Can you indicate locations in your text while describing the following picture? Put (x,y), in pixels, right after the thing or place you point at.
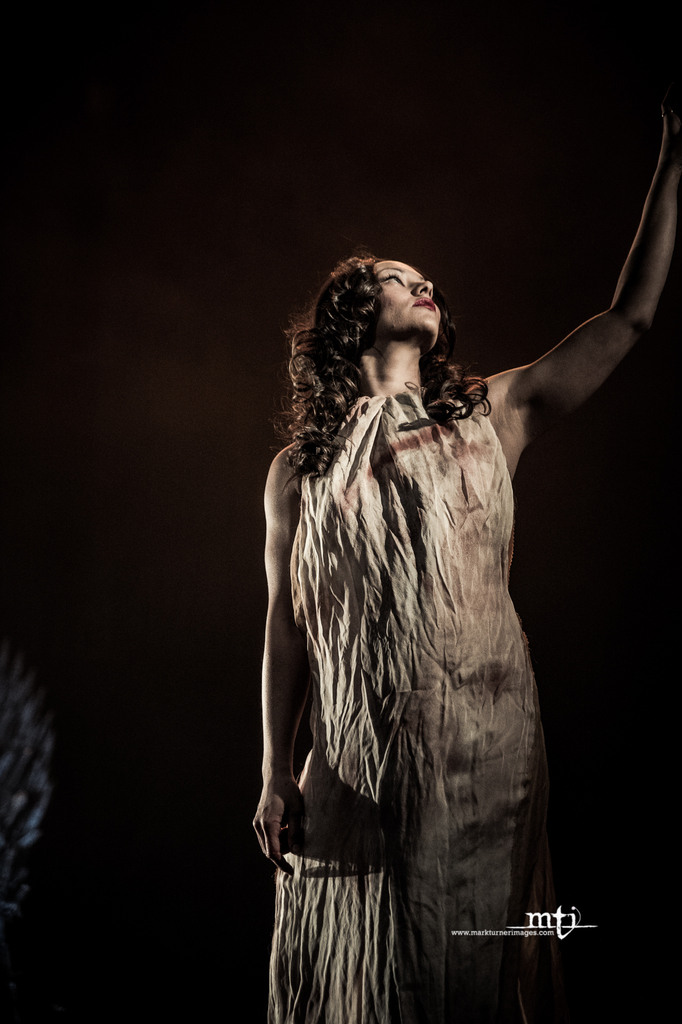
In this image we can see a woman (493,743) standing and in the background (168,198) the image is dark and we can see some text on the image.
